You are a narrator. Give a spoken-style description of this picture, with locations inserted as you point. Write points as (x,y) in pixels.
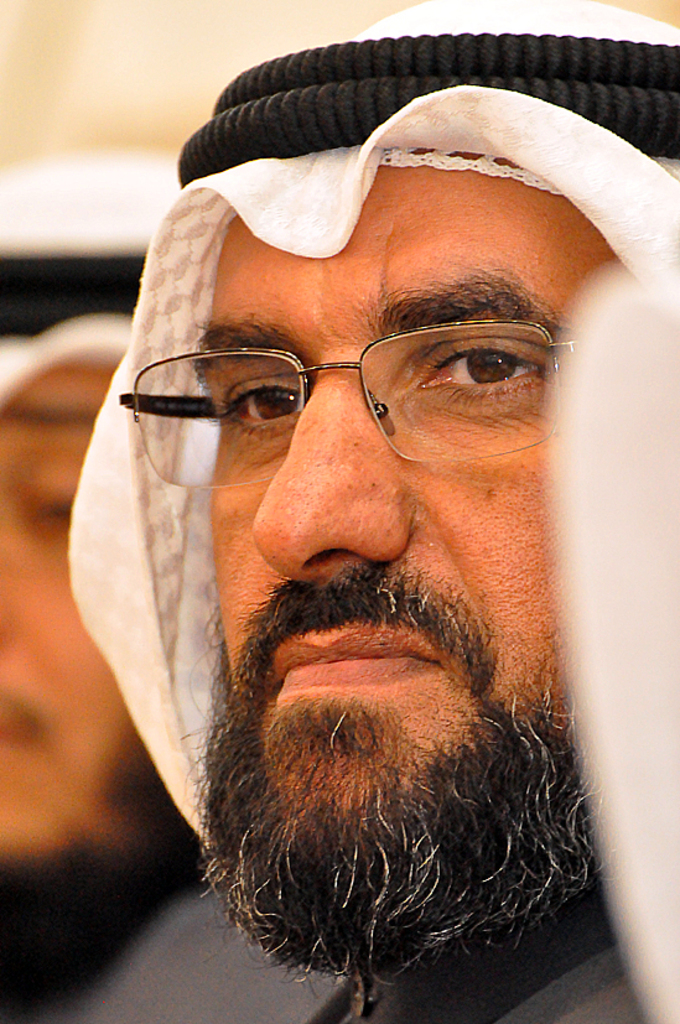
In this image we can see two persons (132,650), among them one person (221,339) is wearing spectacles (242,392) and the background (72,79) looks like the wall (112,78).
